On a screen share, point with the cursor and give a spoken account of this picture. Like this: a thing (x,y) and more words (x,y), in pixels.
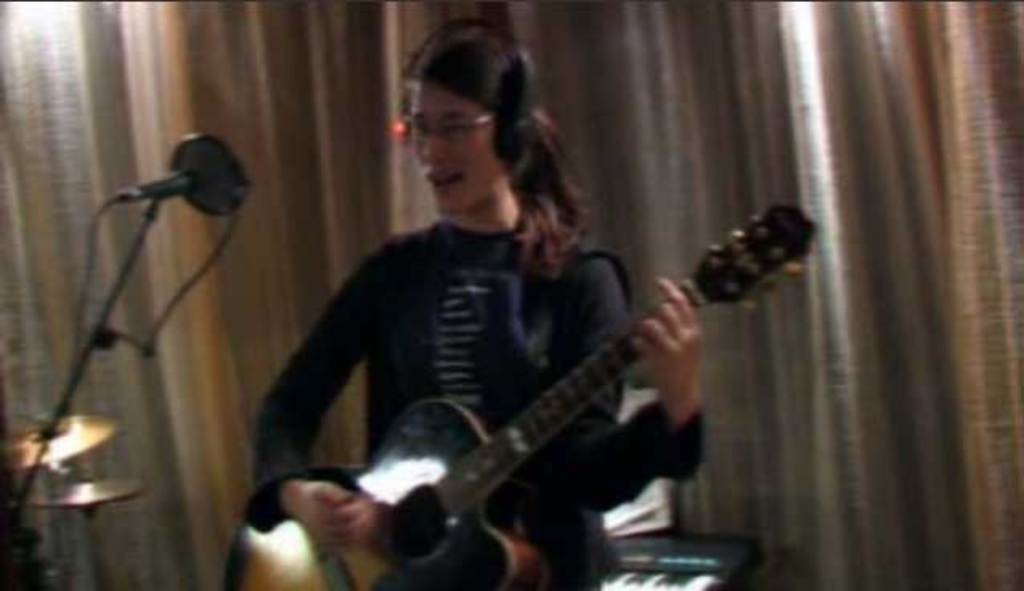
In this picture a lady (431,366) is playing guitar (394,503) with a headset (515,124) on her head (534,143) and there is also a mic (210,199) placed in front of her. In the background (155,252) we also find a curtain (54,513).
